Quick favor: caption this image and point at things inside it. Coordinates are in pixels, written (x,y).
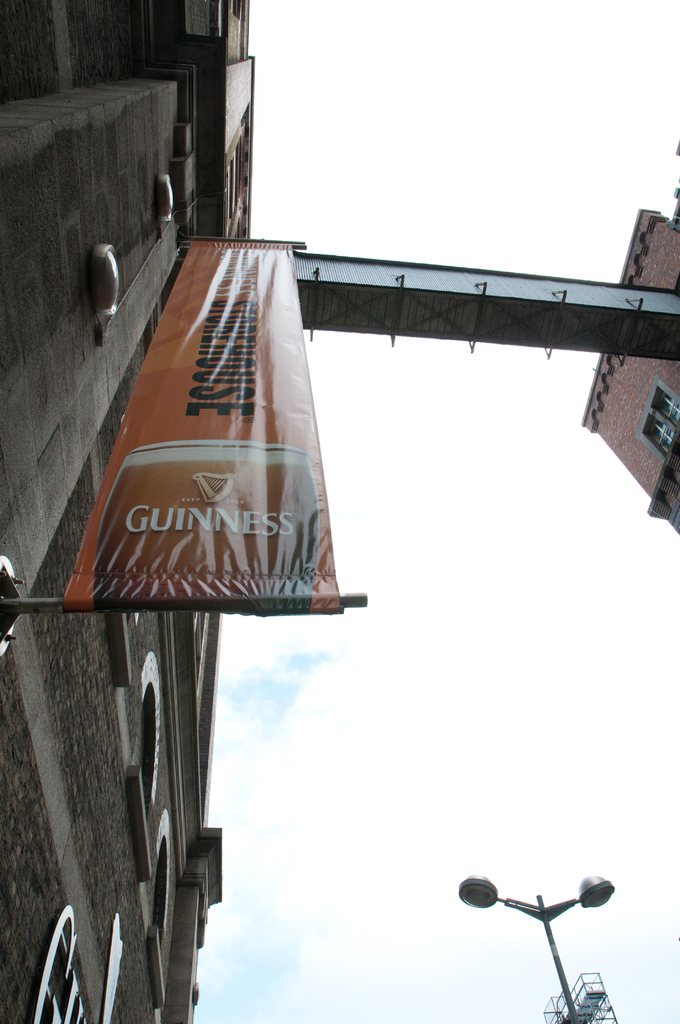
In this picture we can see a building (635,350) with windows (675,395), banner (316,570), pole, lights (614,886) and in the background (461,587) we can see the sky (416,615) with clouds (270,881).
